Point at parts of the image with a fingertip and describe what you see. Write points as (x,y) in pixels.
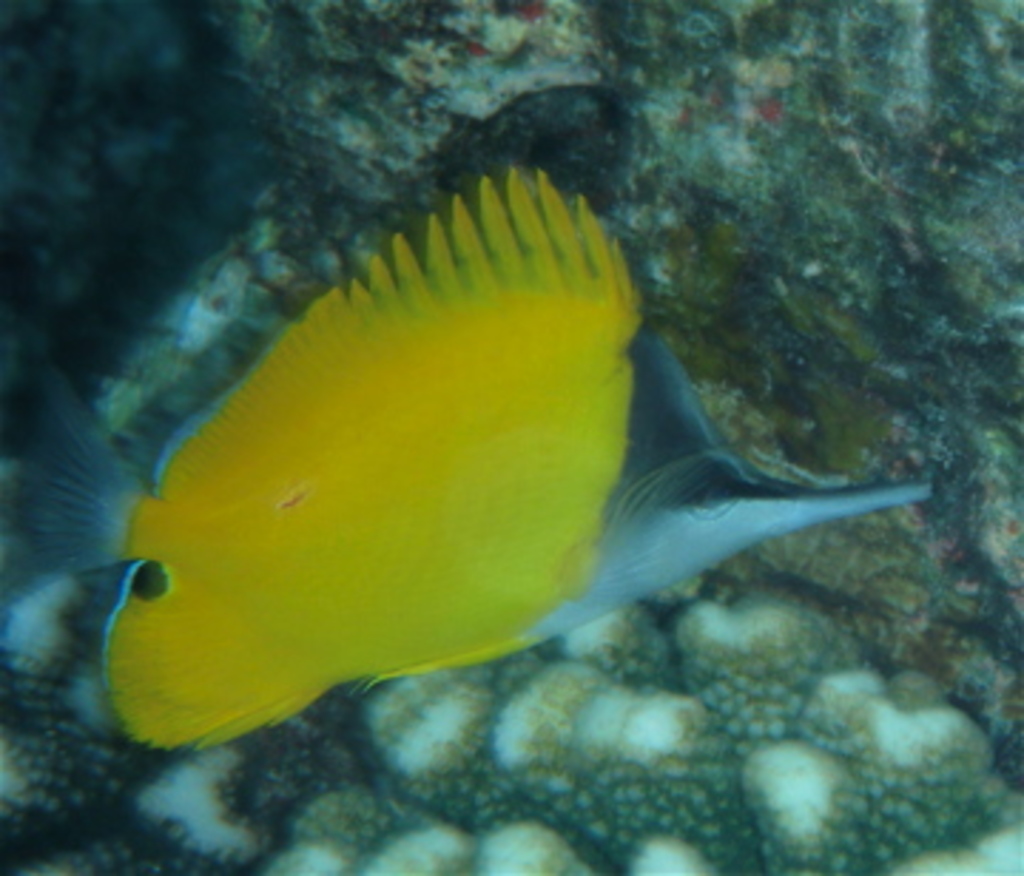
In this image I can see a fish (410,486) which is in yellow and ash color. Back I can see a different background (812,373).
